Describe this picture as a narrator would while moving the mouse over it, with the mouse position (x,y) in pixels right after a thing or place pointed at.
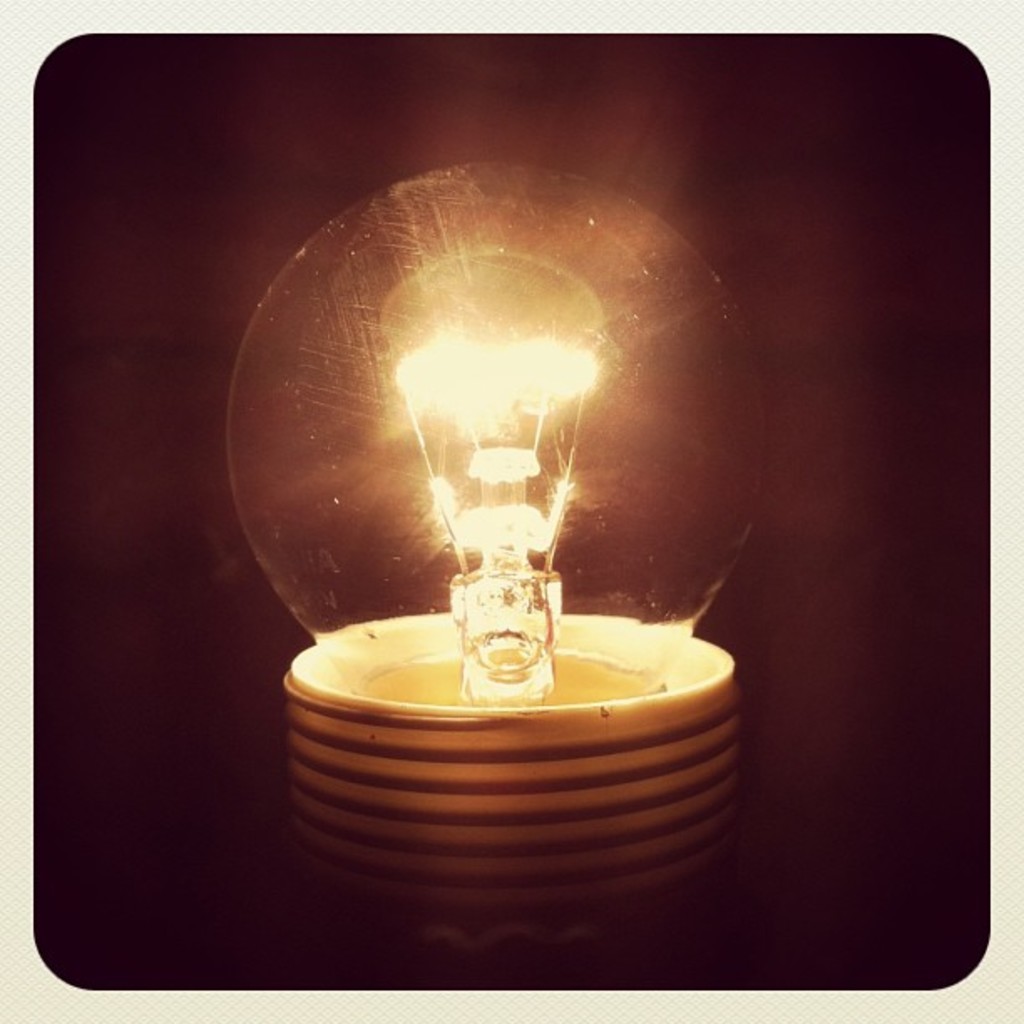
This picture contains bulb (697,535). In the background (216,396), it is black in color. This picture might be clicked in the dark.
